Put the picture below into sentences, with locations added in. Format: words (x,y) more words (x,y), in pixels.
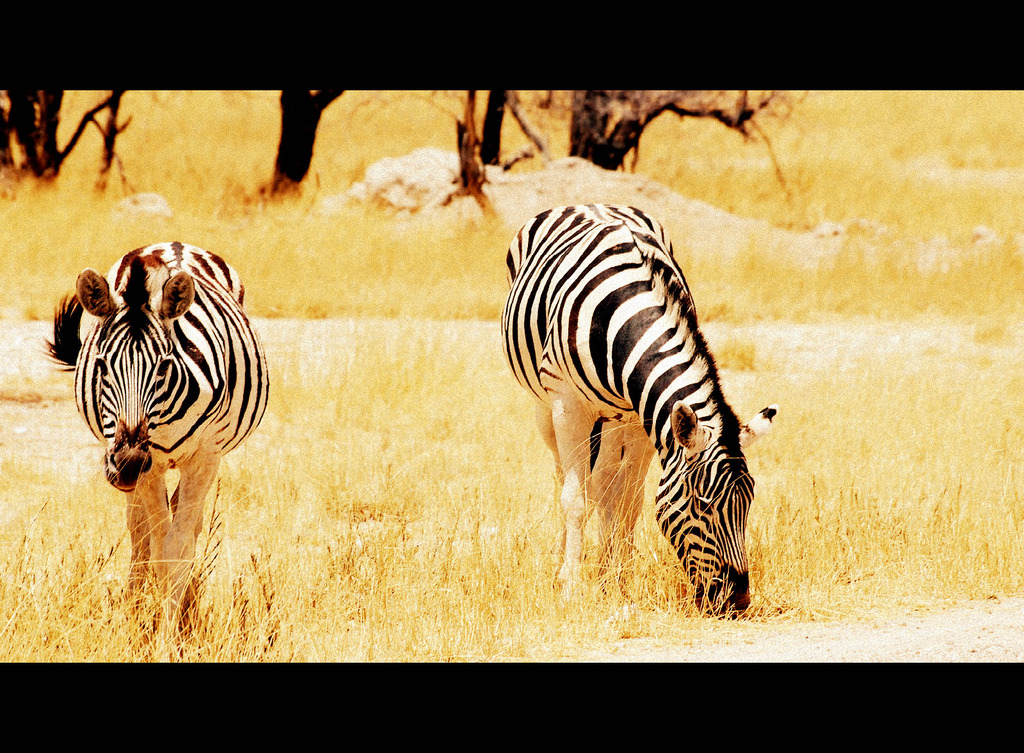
In this picture there are two zebras (645,409) were standing on the ground (199,568). Right zebra (569,513) is eating grass (890,571). In the background (857,160) we can see the stones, grass (516,148) and trees (306,116).
